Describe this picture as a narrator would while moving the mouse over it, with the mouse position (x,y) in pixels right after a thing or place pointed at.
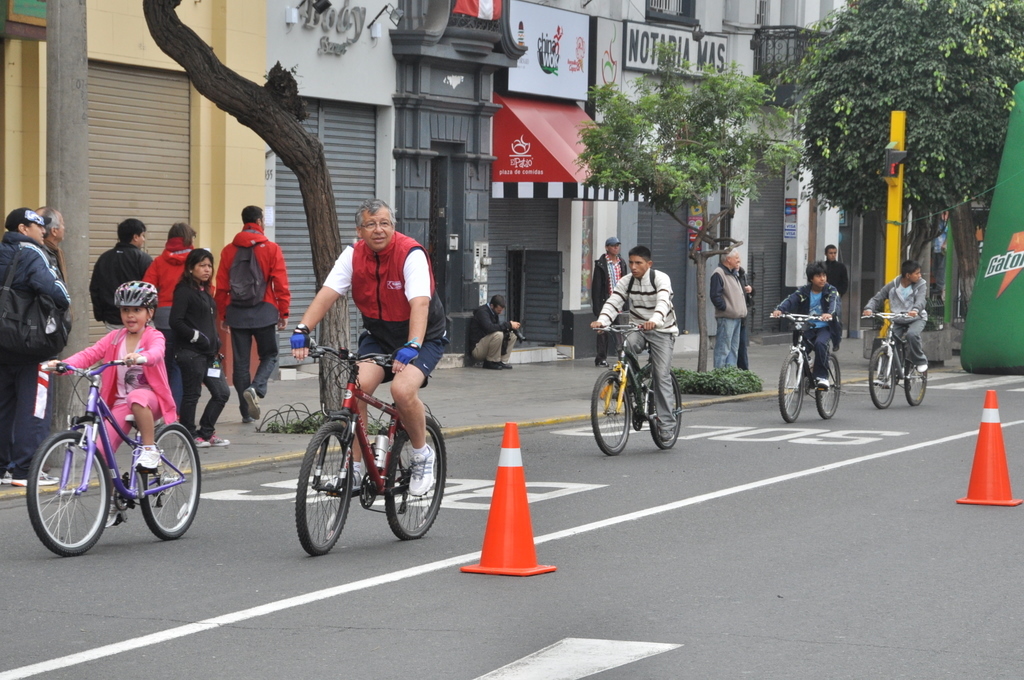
In the image we can see there are people (417,365) who are sitting on the bicycle (873,314) and moving on the road (551,510) and there are people (56,289) who are standing on the footpath (459,376).
